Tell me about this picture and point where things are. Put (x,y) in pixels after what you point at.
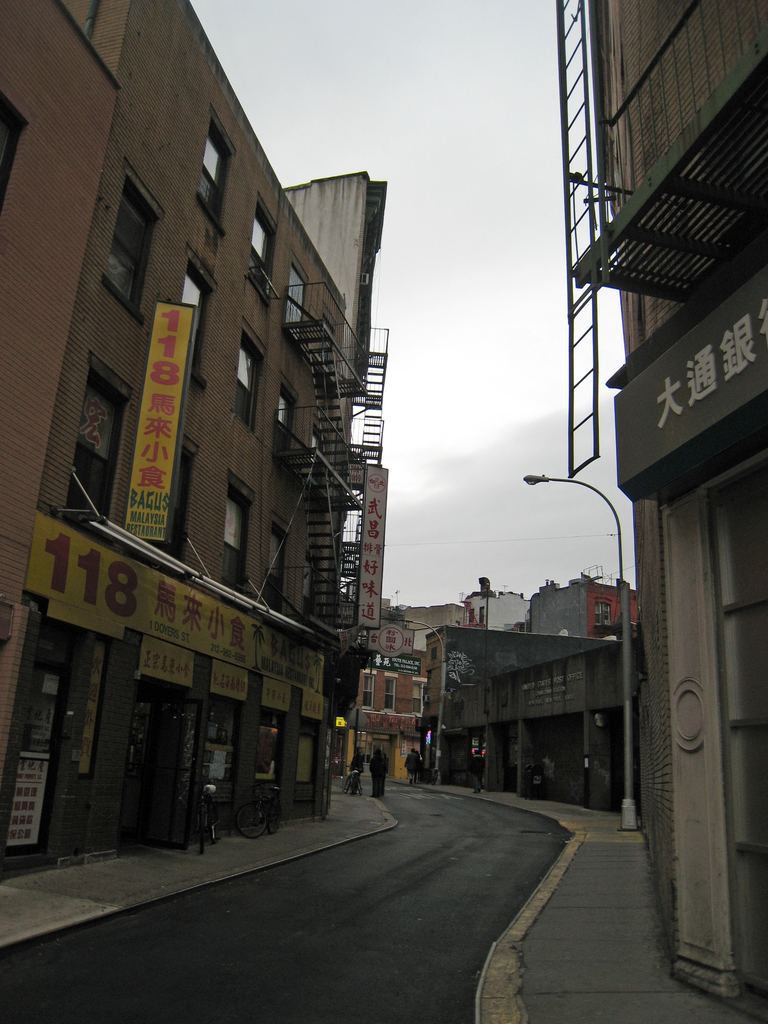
In this image, we can see so many buildings (586,657), houses (439,669), walls (322,782), windows (232,719), hoardings (187,601), banners (158,398), stairs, ladder (596,381), poles (624,622) with light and few vehicles (260,802). At the bottom (487,809), we can see a road (308,976) and footpaths (546,962). Background (442,475) there is a sky (451,472). Here we can see few people (416,773).
